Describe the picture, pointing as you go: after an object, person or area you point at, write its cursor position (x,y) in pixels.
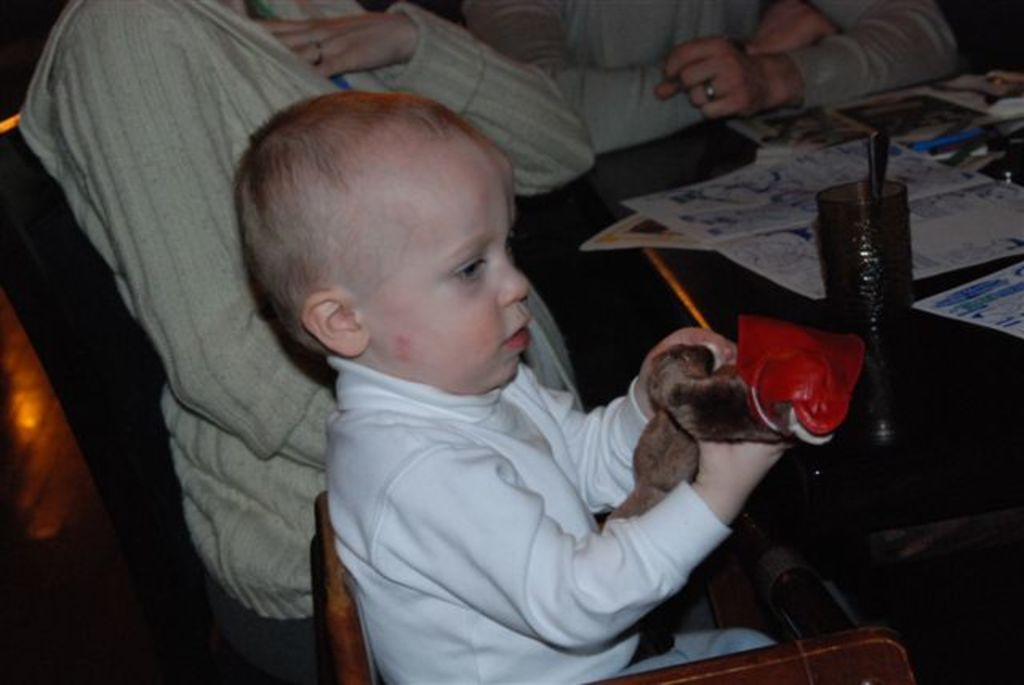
In this image I see a child (402,311) who is wearing white t-shirt (476,466) and I see that he is holding a thing (686,461) which is of brown and red in color and I see a table (731,276) over here on which there are papers (862,154) and I see a glass (855,250) in which there is a thing (874,175) and in the background (452,54) I see 2 persons (758,29).
